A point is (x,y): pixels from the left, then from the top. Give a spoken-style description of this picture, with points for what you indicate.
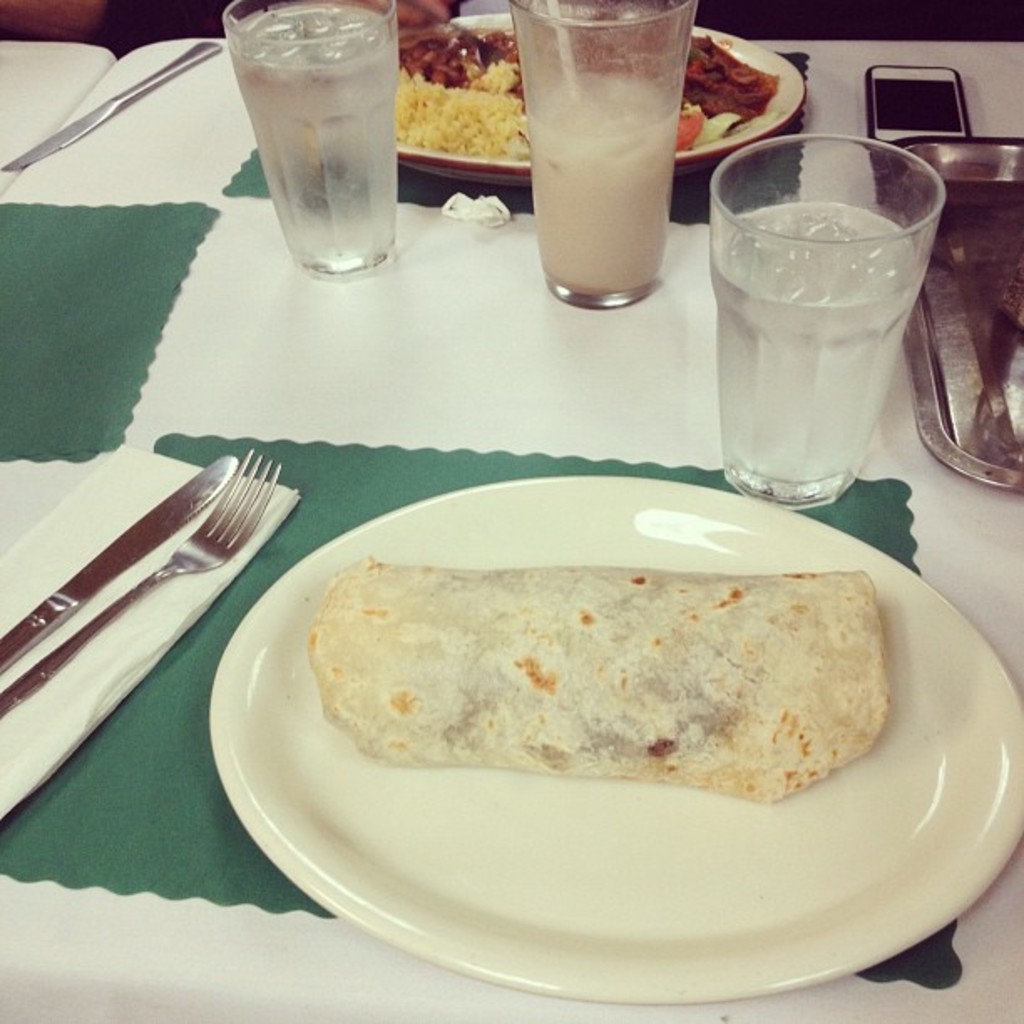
In this image we can see a table (361,305). On the table (407,328) there are knives (146,537), fork (193,538), mats (304,509), glasses (358,172), plates (776,517) with food items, mobile (916,112), tissue papers (151,602) and tray (946,340).
